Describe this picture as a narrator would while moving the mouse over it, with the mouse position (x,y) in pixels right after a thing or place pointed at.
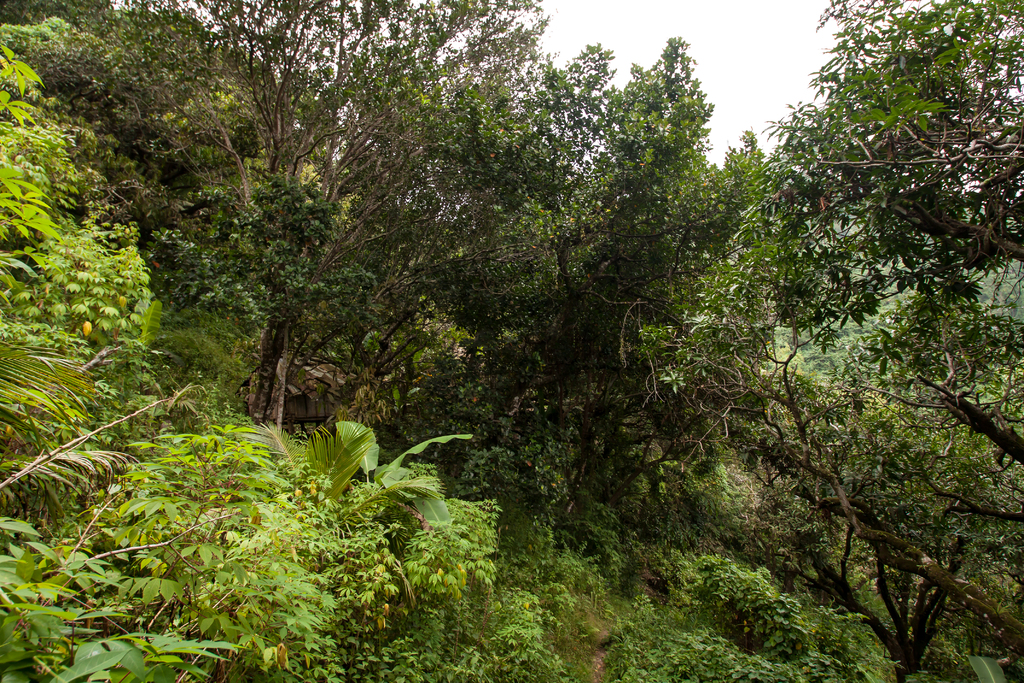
In this image, we can see many trees (391,372) and there is a house (306,398).
